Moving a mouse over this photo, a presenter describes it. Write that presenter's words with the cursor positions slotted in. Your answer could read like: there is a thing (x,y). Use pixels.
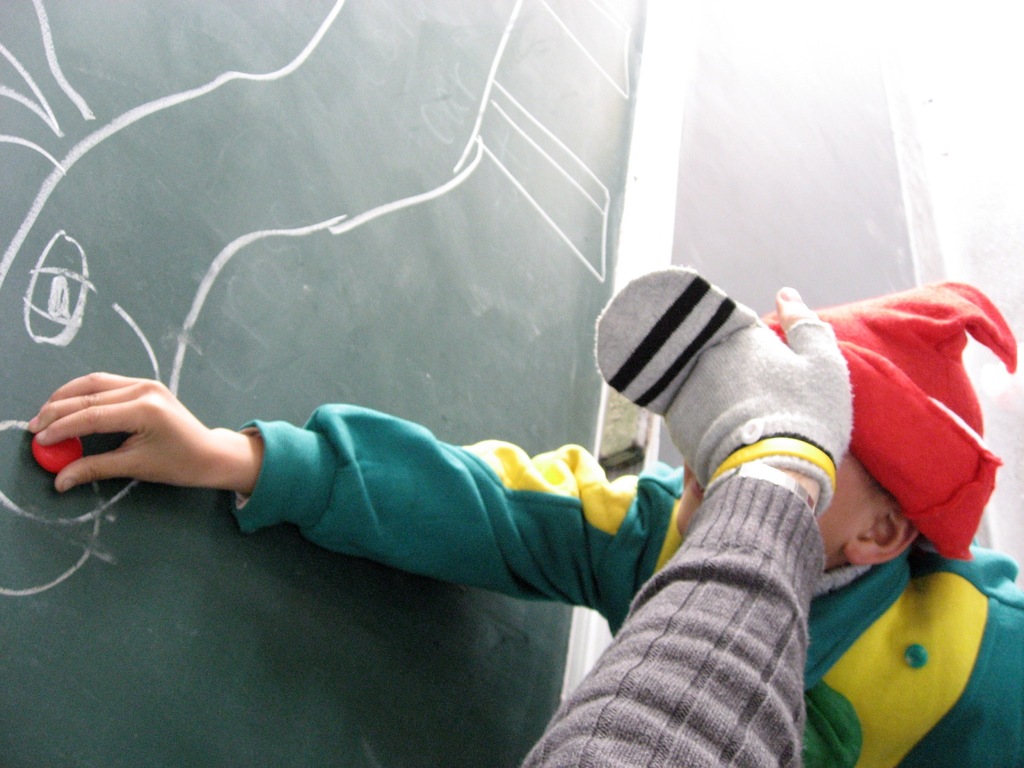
In this picture we can see a boy (822,622) and a person hand (726,441), he is closing a boy eyes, they both are playing in front of the board (215,188).
